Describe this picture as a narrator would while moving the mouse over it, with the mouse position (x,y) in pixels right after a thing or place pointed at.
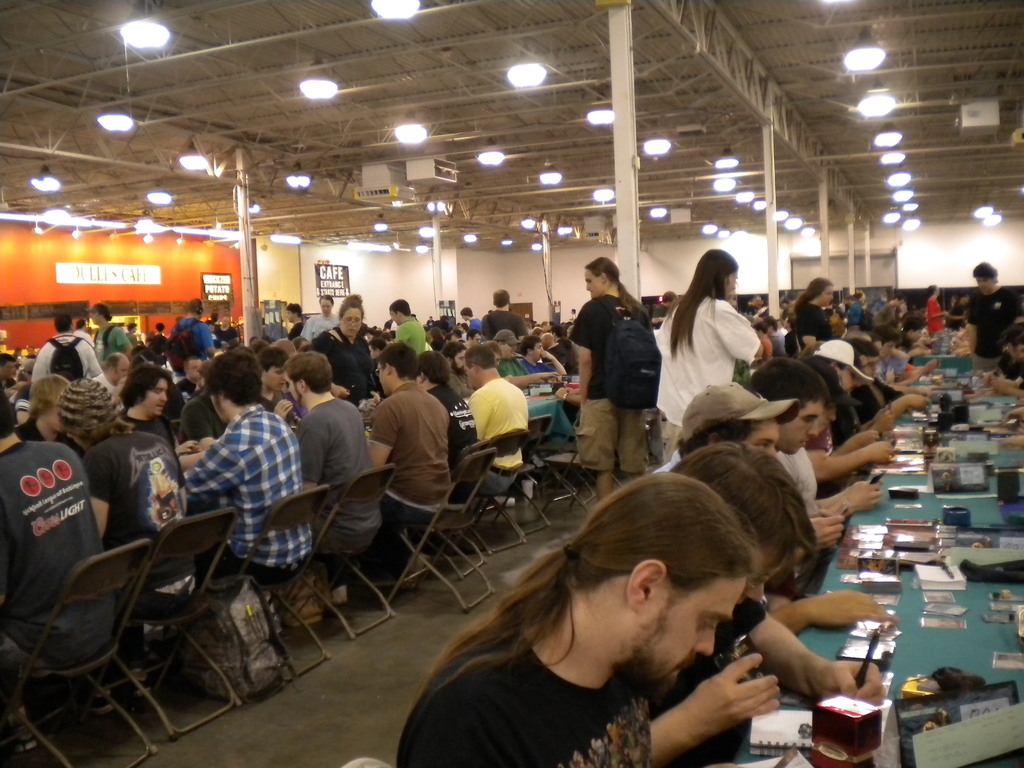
In this picture we can see a group of people (899,321) sitting on chairs (208,513) and in front of them on table (954,641) we have books (786,723), boxes (856,710) and some are standing looking at them and in the background (234,254) we can see wall (363,277), poster (343,267), lights (466,236), pillar (822,230).
